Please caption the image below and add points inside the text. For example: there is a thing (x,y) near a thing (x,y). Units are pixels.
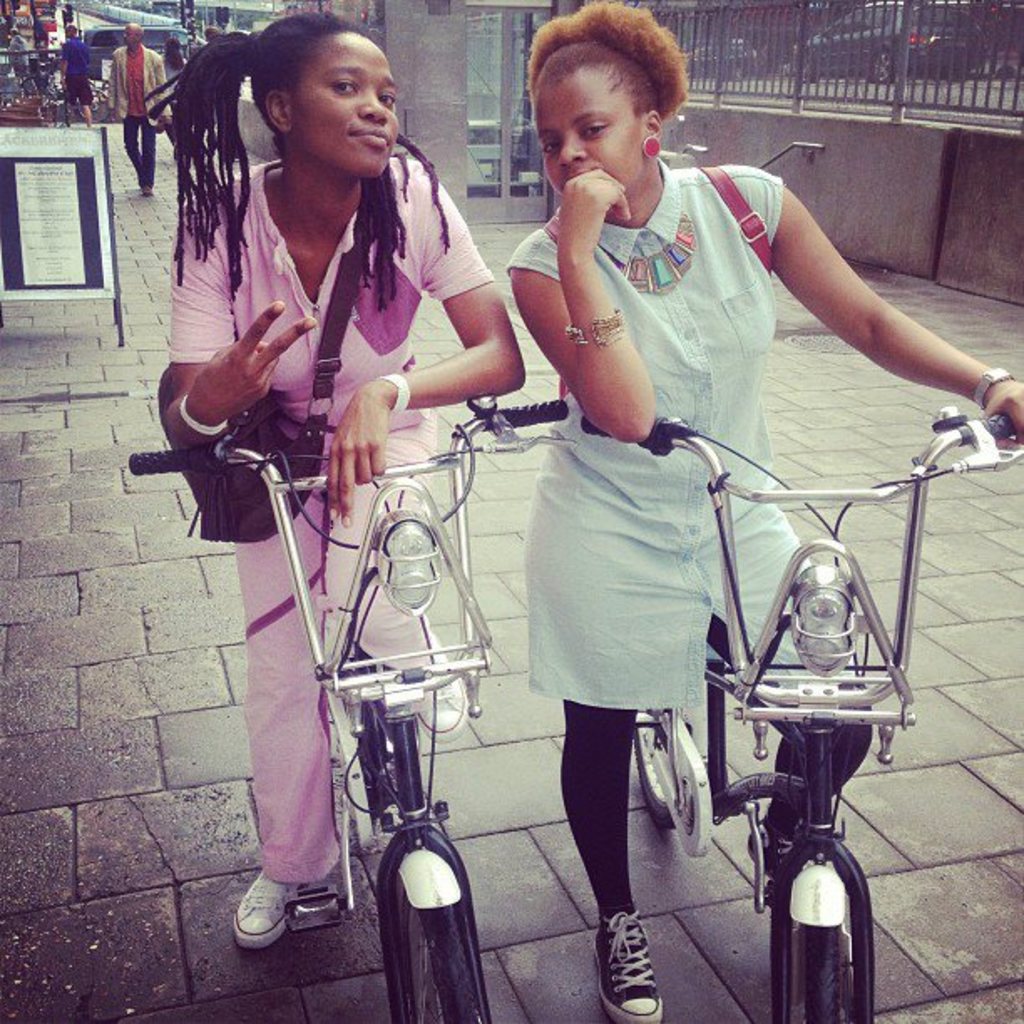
In this picture two girls (645,192) on bicycle (727,517) who wore blue and pink dresses (675,336) are posing to a picture and behind them there is a board (55,208) and also a man (117,90) in white suit (120,77) walking on the road (57,361).
